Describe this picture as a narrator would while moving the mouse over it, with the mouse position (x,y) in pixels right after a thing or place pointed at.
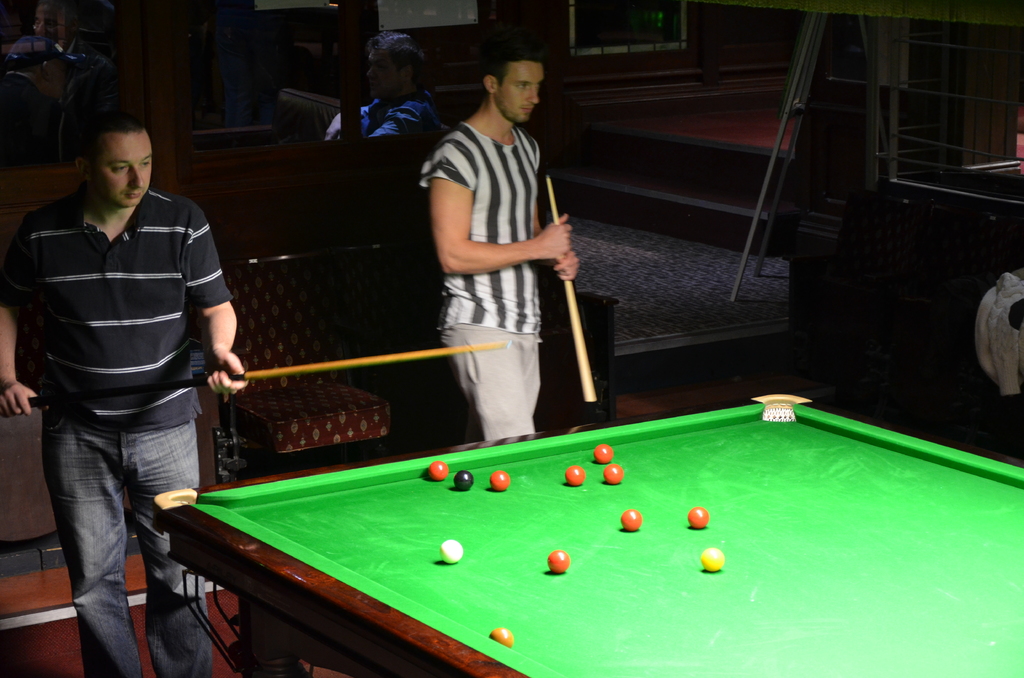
The two persons (84,314) are standing. They are holding a sticks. In background (404,89) another person (404,63) is a sitting behind him. There is a snooker board (638,464) in middle (664,420) with balls (556,553) in it. We can see in background (610,98) photo frame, wall (610,80) and stand (787,155).
